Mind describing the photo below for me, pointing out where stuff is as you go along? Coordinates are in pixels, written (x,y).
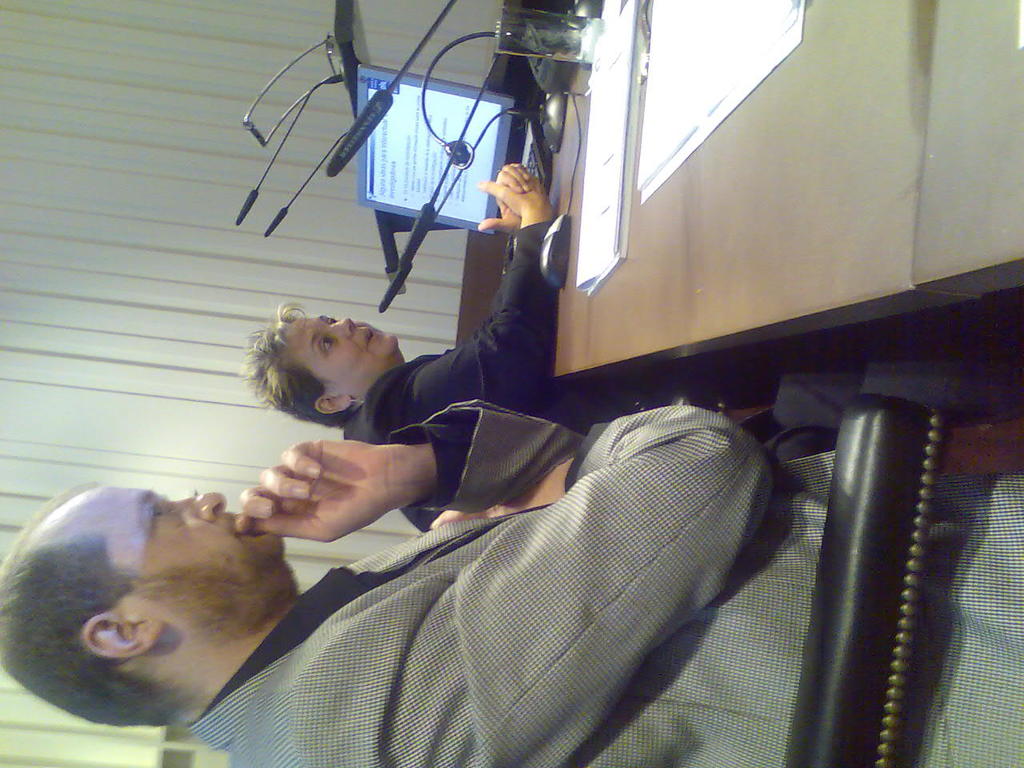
In this image I can see two people (776,601) are sitting on the chairs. I can see papers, mouse (557,251), keyboard (544,154), system (430,174) and mics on the table (851,144). I can see a white color curtain (149,218).
